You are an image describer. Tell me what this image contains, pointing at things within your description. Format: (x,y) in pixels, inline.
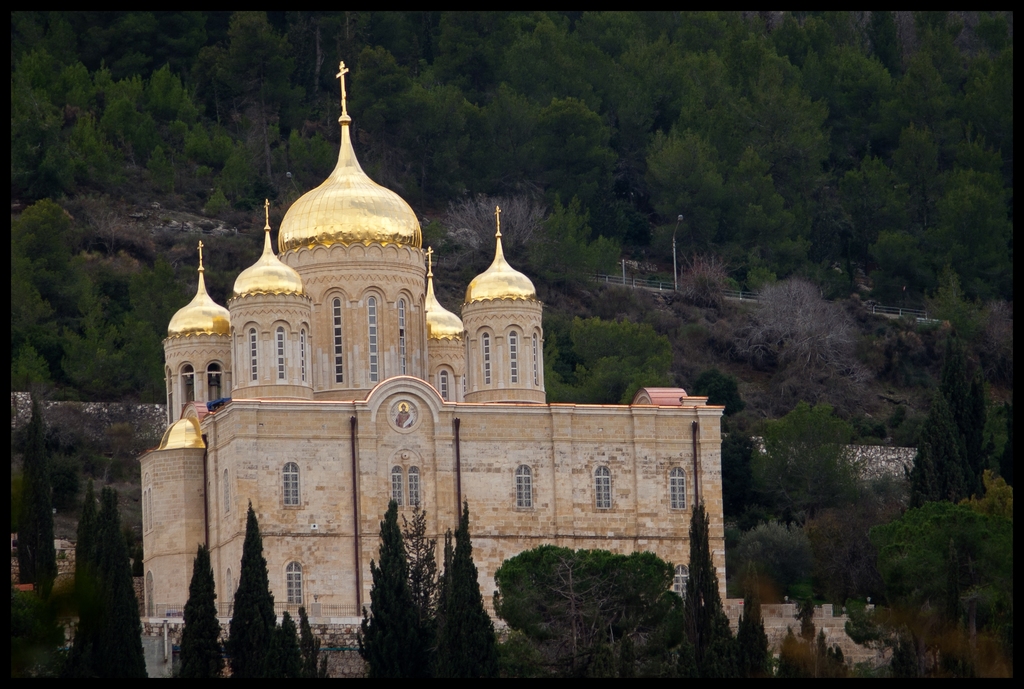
In this picture there is a beautiful brown color church (407,401) in the middle of the image (633,452). On the top (305,200) there is a golden domes (394,241). Behind there are many trees (638,175) on the hill (763,195).
